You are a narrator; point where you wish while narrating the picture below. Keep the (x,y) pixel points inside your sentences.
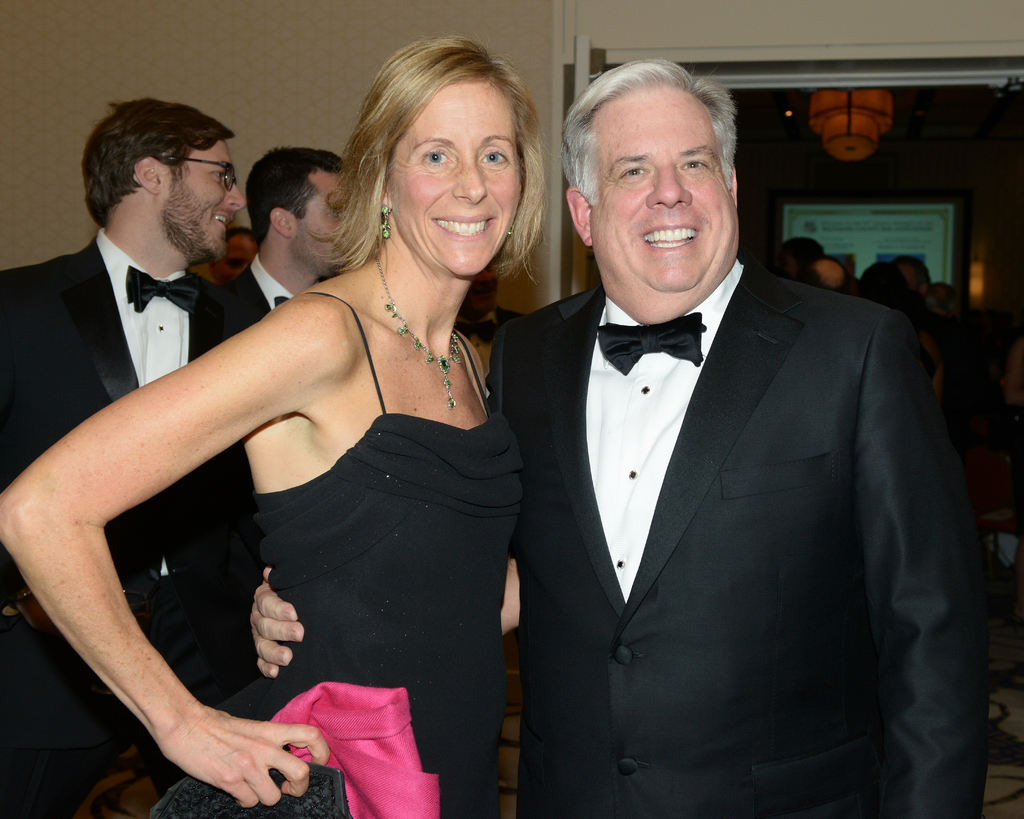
In this image, we can see persons (515,481) wearing clothes (828,584). There is a wall (299,122) in the top left of the image (313,77).
